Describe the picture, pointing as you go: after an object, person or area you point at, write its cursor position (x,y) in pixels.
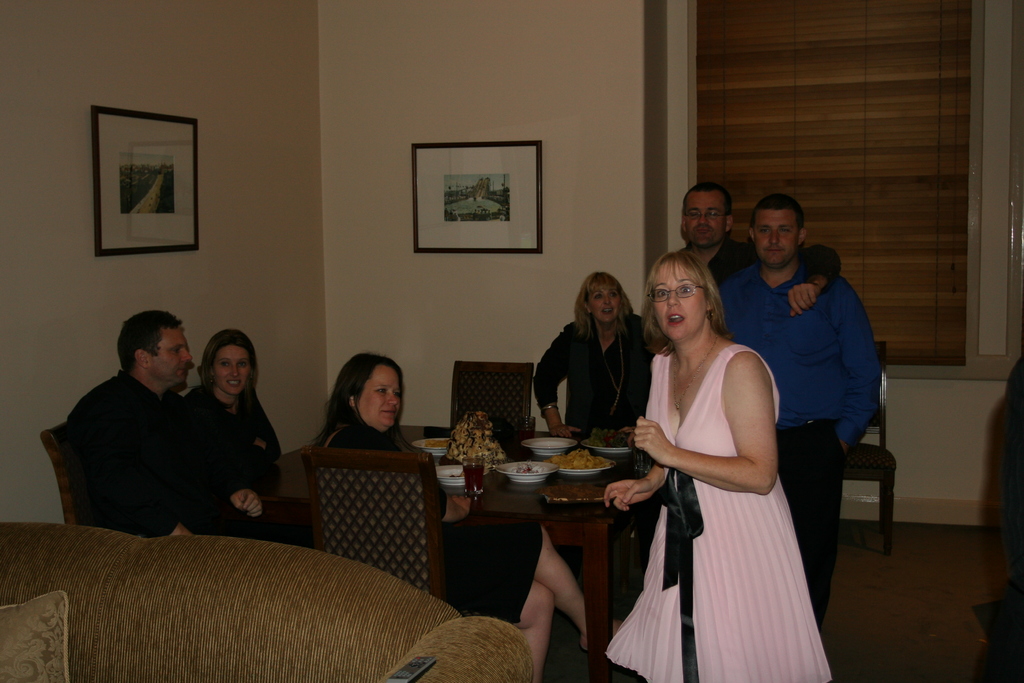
We can see photo frames (166,207) over a wall (419,84). We can see four (729,249) standing near to the table (520,494). Few persons (248,443) are sitting on chairs (388,500) in front of a table (515,508) and on the table (561,513) we can see plate (556,496) of food (565,489). This is a sofa (130,609) with cushion (58,656). This is a floor (904,598).
